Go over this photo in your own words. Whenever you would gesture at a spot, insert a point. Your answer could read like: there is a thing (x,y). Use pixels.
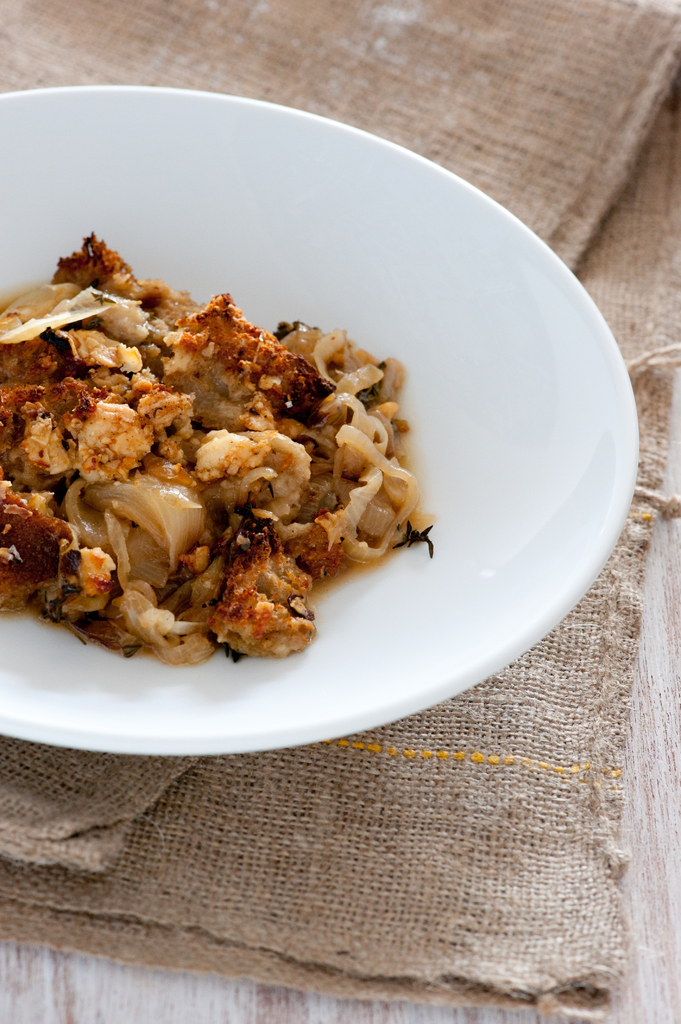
There is an edible (325,456) placed in a white color plate (411,560).
